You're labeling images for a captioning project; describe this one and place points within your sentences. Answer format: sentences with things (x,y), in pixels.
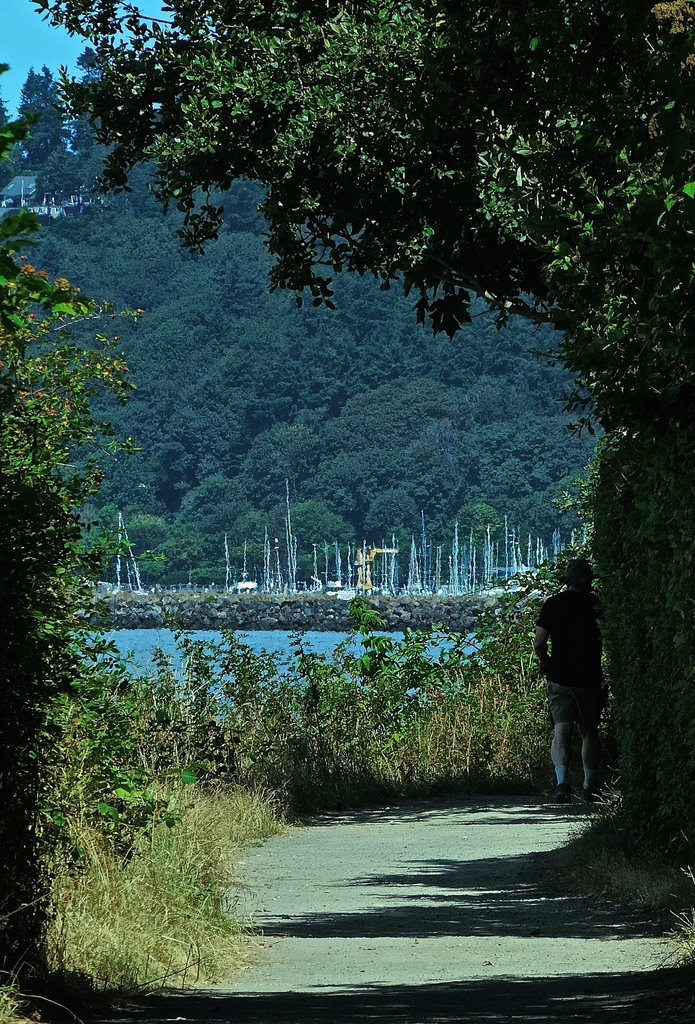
In this picture I can see a person (547,622) standing, there are plants (267,740), trees (355,368), boats (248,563), water (390,636), and there is the sky (50,48).
